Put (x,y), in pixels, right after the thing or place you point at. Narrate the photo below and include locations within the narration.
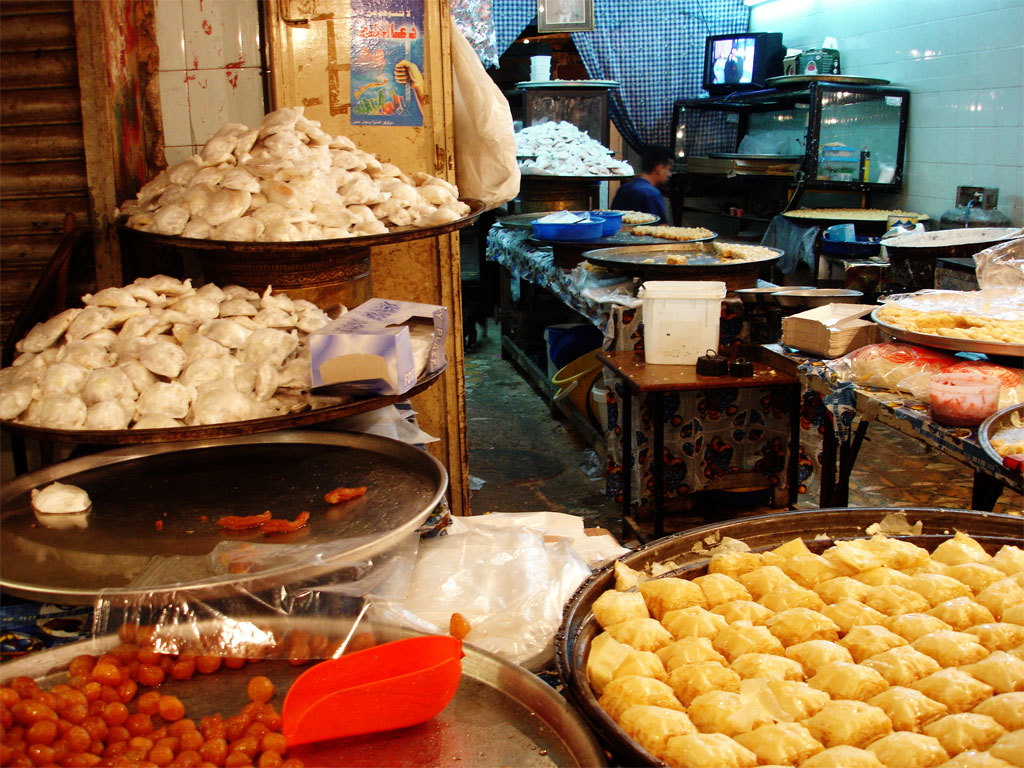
In this picture, it seems like food items (724,590) on the plates (309,449) in the foreground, there is a screen (726,66), a person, rack (766,212) and other objects (628,169) in the background (568,169).
